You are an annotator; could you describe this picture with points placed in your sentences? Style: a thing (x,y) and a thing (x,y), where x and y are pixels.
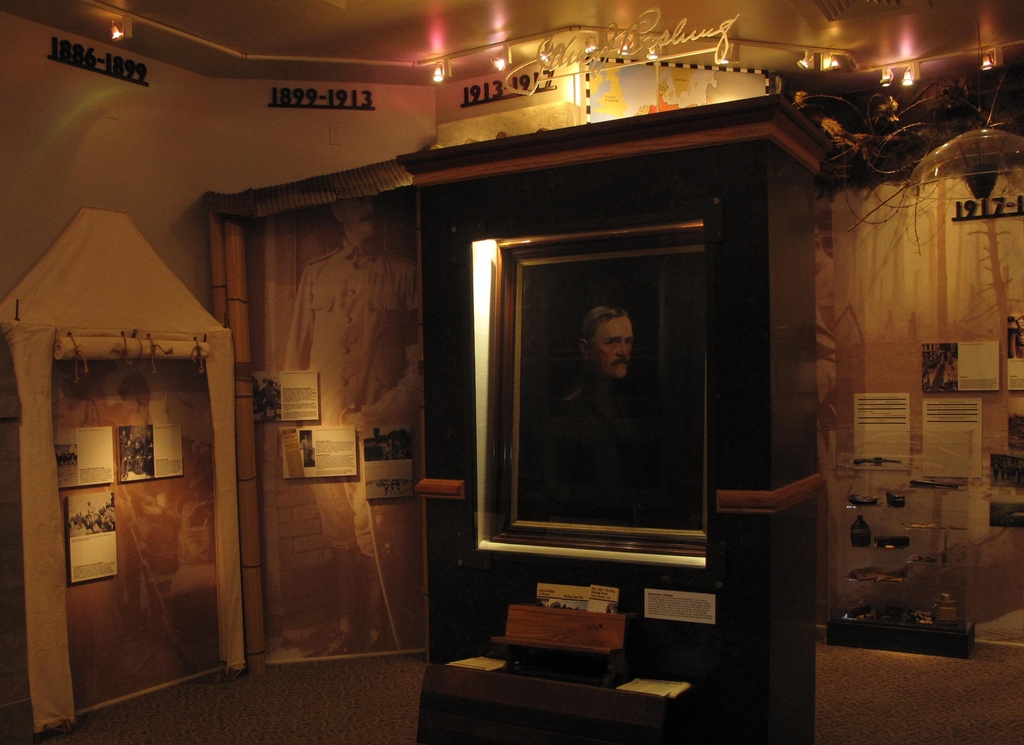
This is an inside view of a room (462,39) and here we can see boards (100,502), lights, posters (156,438) on the wall (869,367) and there is a frame (591,444) and we can see some other objects (116,255). At the top (348,89), there is some text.
